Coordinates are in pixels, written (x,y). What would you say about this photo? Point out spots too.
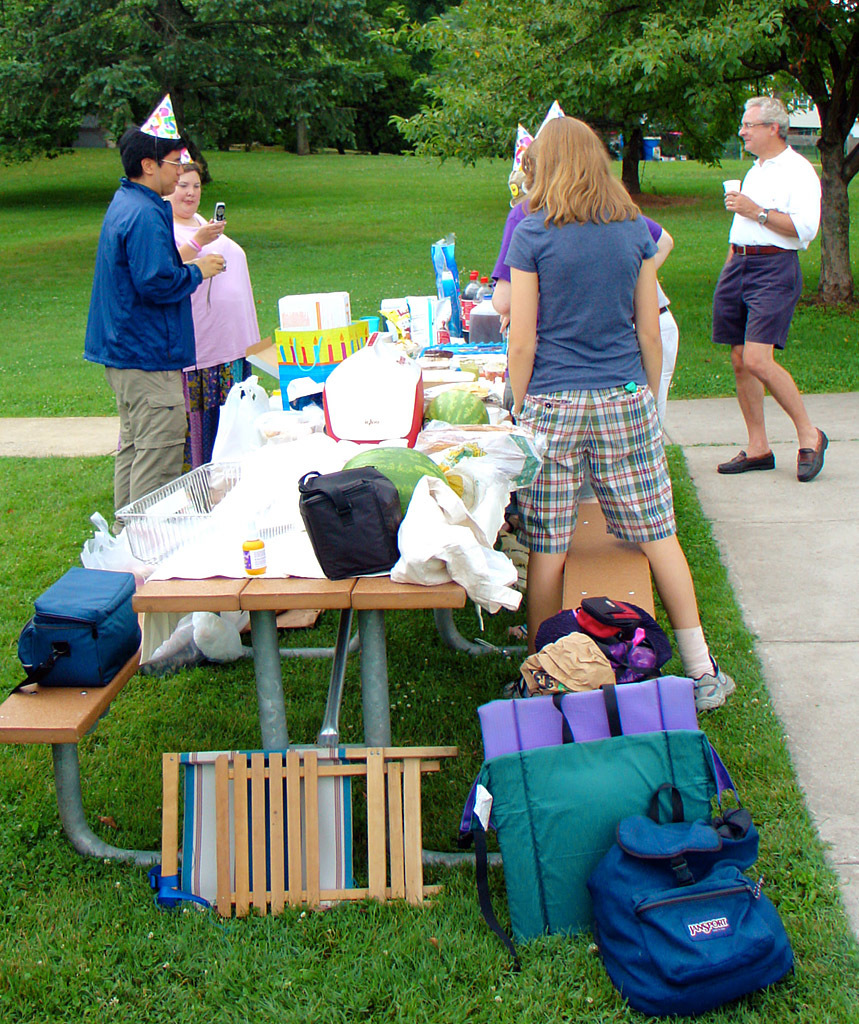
In this picture I can observe some people (128,223) standing around the table (433,592). I can observe few things (414,335) placed on the table (230,574). There is some grass (35,178) on the ground (4,233). In the background (330,92) there are trees (422,77).
